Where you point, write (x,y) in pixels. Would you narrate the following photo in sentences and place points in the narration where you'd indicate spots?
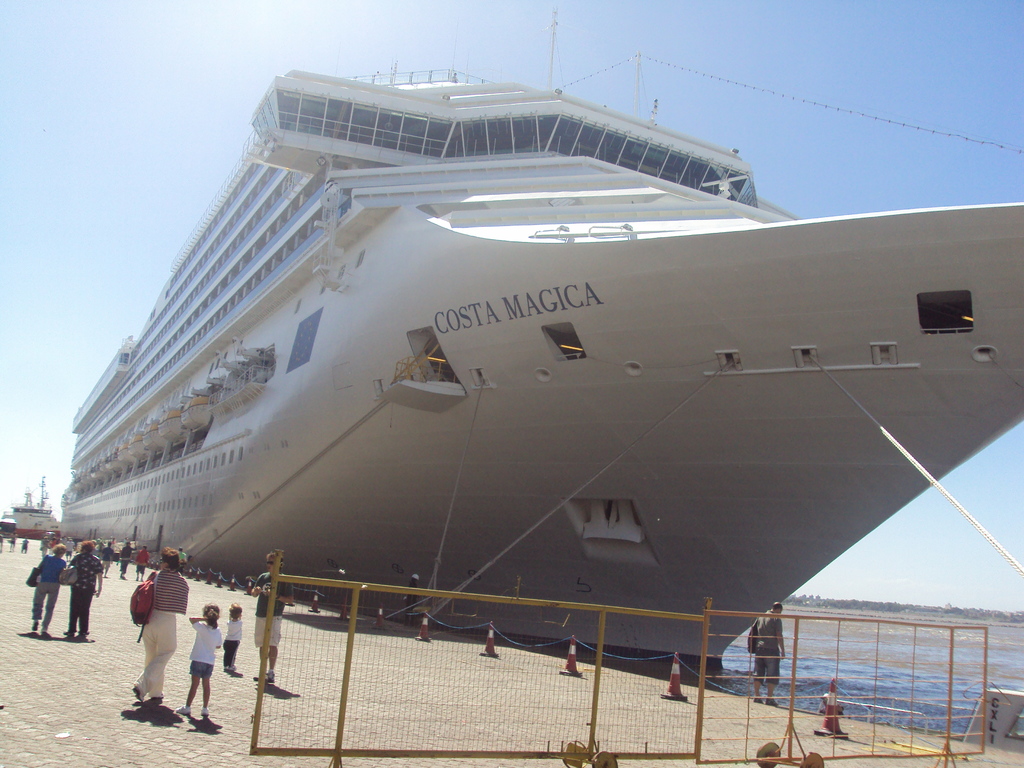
In the foreground of the picture (317,634) it is dock (132,564), on the dock (111,573) there are people (78,561), railing (699,698) and other objects (832,703). In the center of the picture (423,380) there is a ship (568,478). On the left (43,506), in the background (29,524) there is a ship (35,516). On the right (919,663) it is a water body (906,649). Sky (862,592) is sunny.
